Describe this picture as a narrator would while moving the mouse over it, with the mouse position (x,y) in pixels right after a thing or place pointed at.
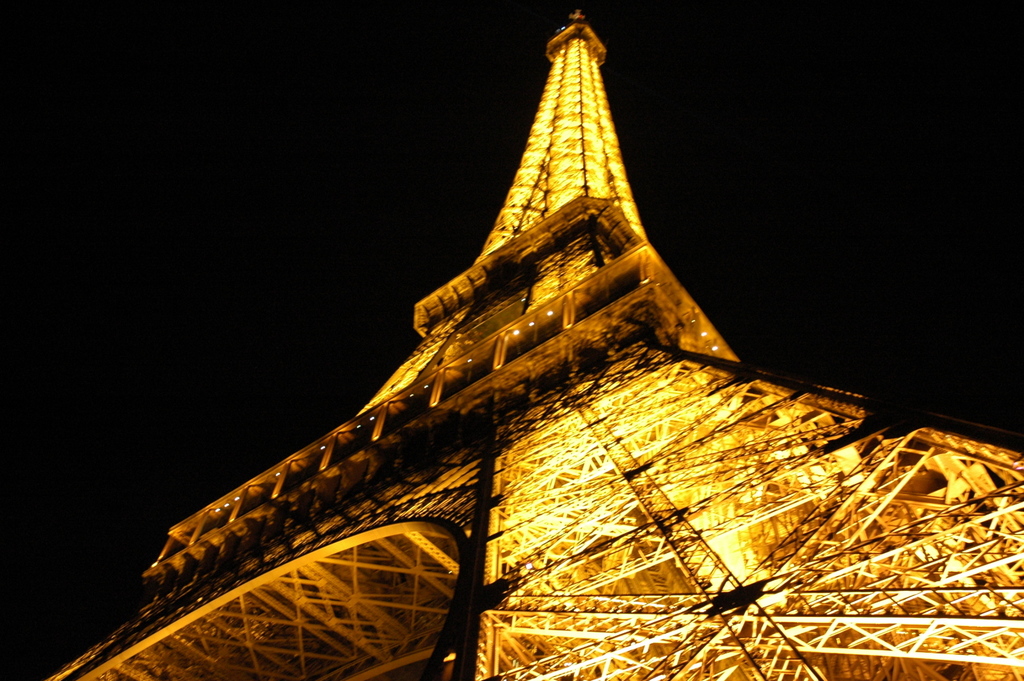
In this picture we can see eiffel tower (592,345) and few lights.
